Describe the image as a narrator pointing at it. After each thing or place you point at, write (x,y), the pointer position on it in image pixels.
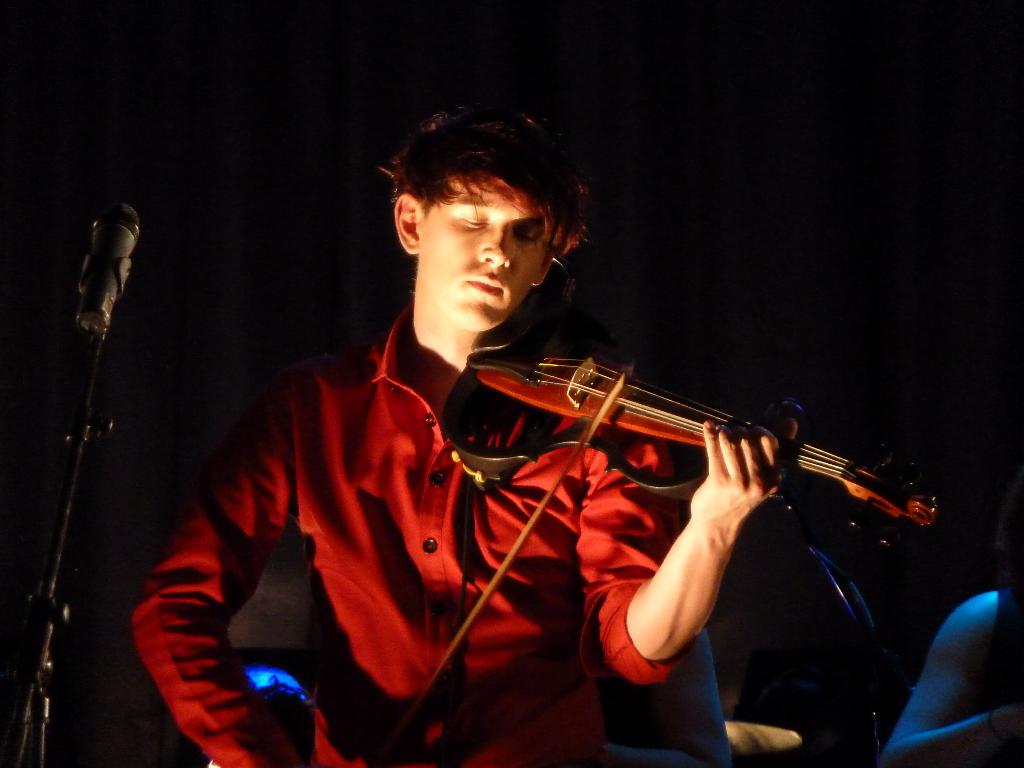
In this image the man (384,340) is playing a musical instrument (519,411). There is a mic (92,284) and stand (91,411). At the back side (255,308) there is a curtain (260,339).
